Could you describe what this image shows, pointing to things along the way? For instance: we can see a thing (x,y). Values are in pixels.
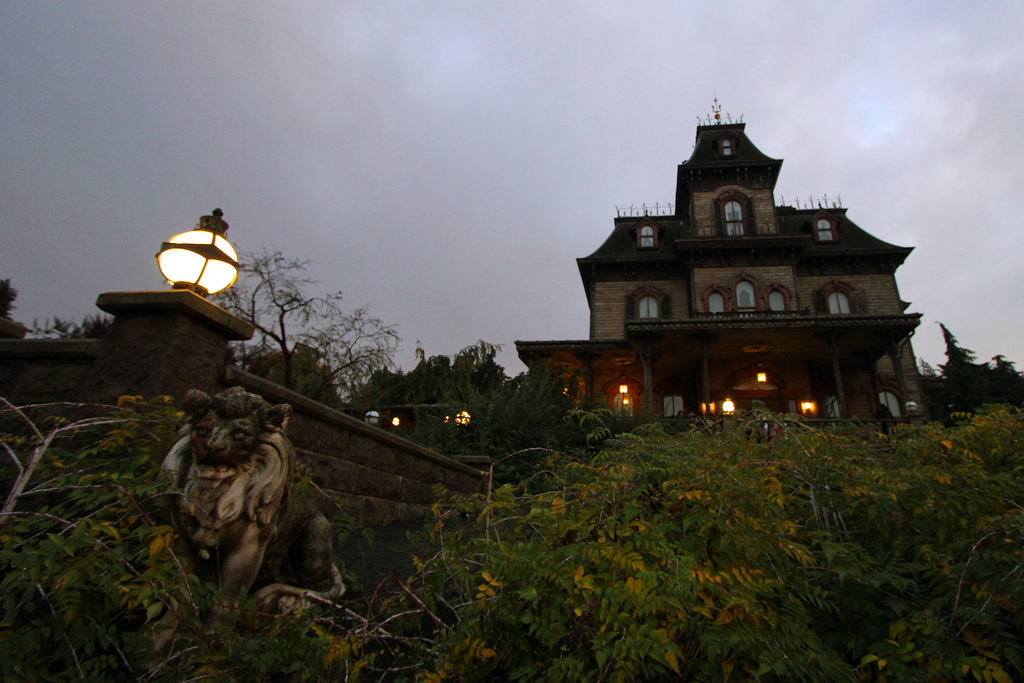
This picture is clicked outside. In the foreground (965,523) we can see the trees (136,557) and a sculpture of an animal (268,479) and a light (184,271) attached to the pillar (182,357). On the right (837,278) there is a building (776,301) and we can see the lights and windows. In the background (484,141) there is a sky (968,185) and the trees (975,385).
